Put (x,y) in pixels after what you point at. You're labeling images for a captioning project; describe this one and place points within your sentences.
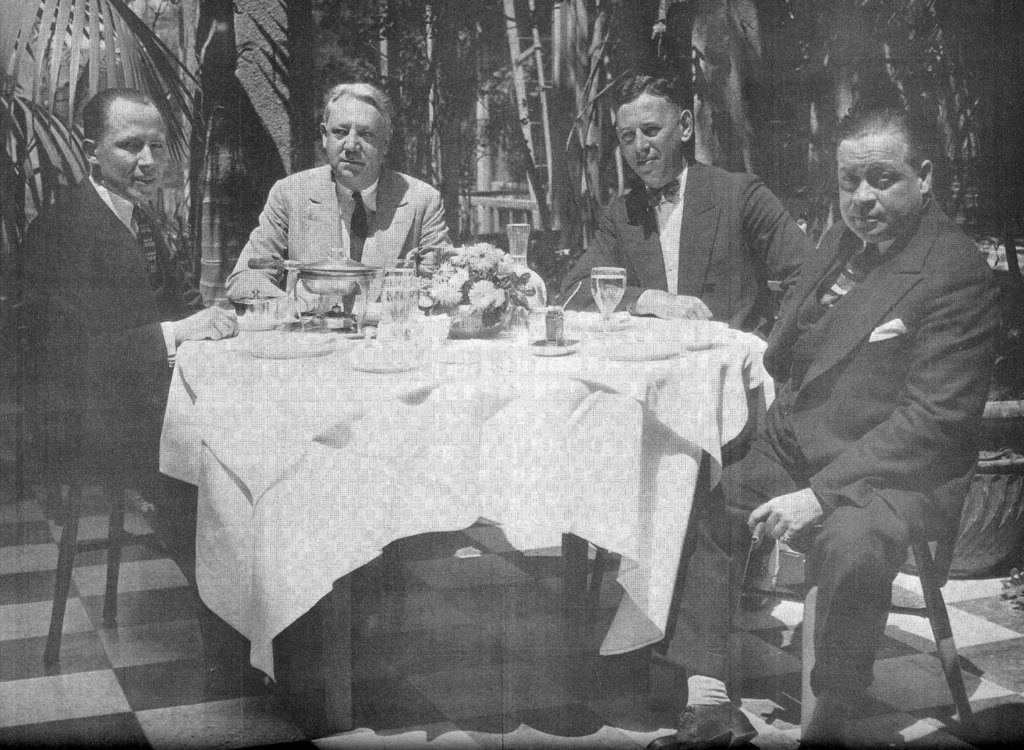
In this image I see 4 men (985,288) who are sitting on the chairs (65,514) and there is a table (326,498) in front of them and I see few things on it. In the background (24,111) I see the trees (982,15).
